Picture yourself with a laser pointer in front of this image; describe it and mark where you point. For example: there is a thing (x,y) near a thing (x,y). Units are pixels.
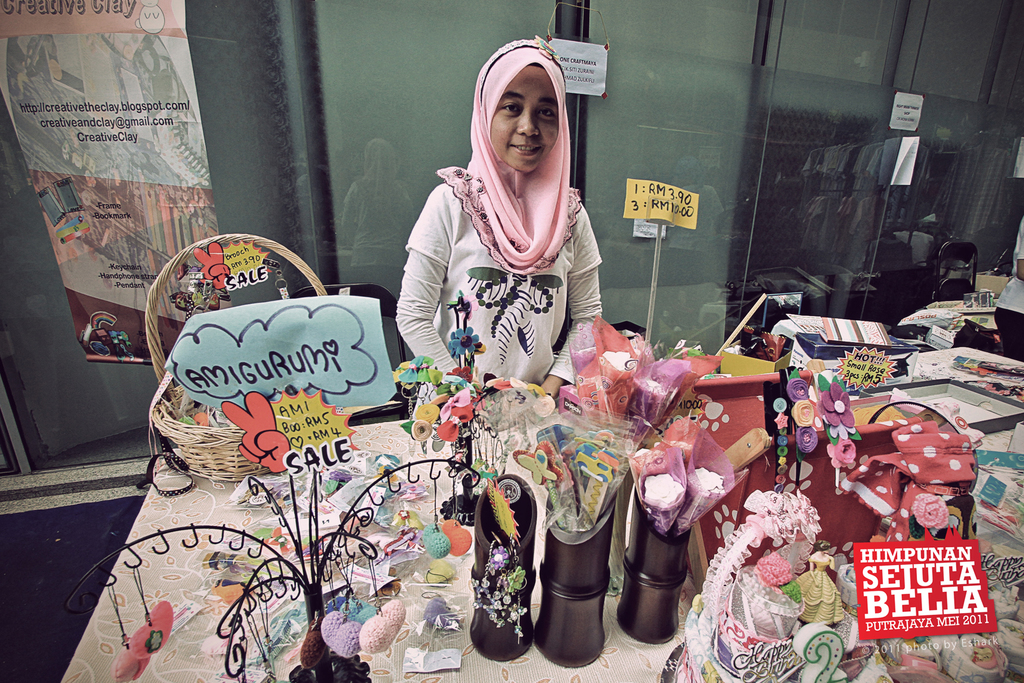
In this image we can see a person (528,255) standing. In front of the person (413,327) we can see a group of objects (553,523) on a table (529,543). Behind the person (459,194) we can see a glass (395,218). On the glass (395,218) we can see a paper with text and we can see the reflection (394,178) of objects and the person (370,194). On the left side (145,213), we can see a banner (119,84) with text (82,117). In the bottom right (953,607) we can see the text (943,589).
